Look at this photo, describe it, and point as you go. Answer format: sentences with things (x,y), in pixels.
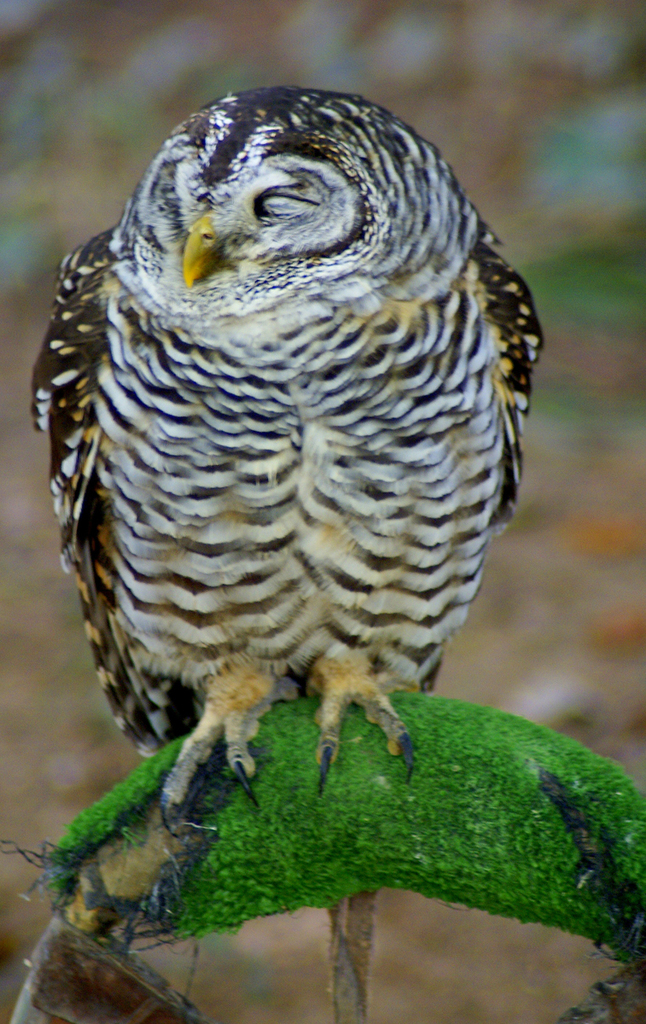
In the picture we can see an owl (490,255) on the stem (465,764) and the background (6,500) is not clear.
